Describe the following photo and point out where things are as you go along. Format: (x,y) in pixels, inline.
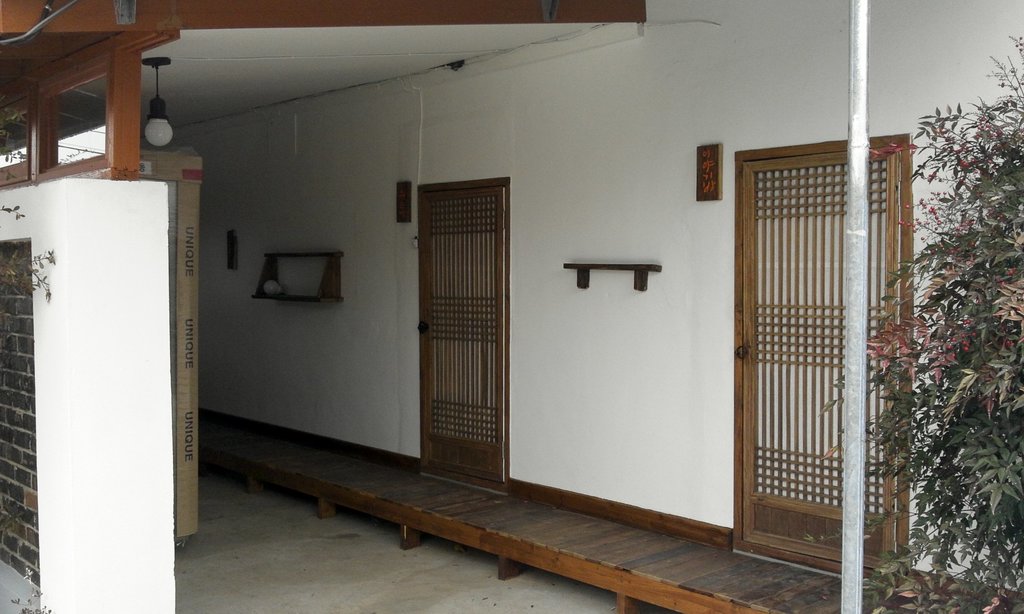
In this image there is a wall (403,342), there are objects (586,276) on the wall (389,236), there are doors (765,291), there is a plant (970,238) towards the right of the image (964,251), there is a pole (855,460), there is a wall (89,384) towards the left of the image (63,511), there is roof (272,19) towards the top of the image (376,21), there is a light (169,126), there is an object (189,353) on the ground (306,558).
